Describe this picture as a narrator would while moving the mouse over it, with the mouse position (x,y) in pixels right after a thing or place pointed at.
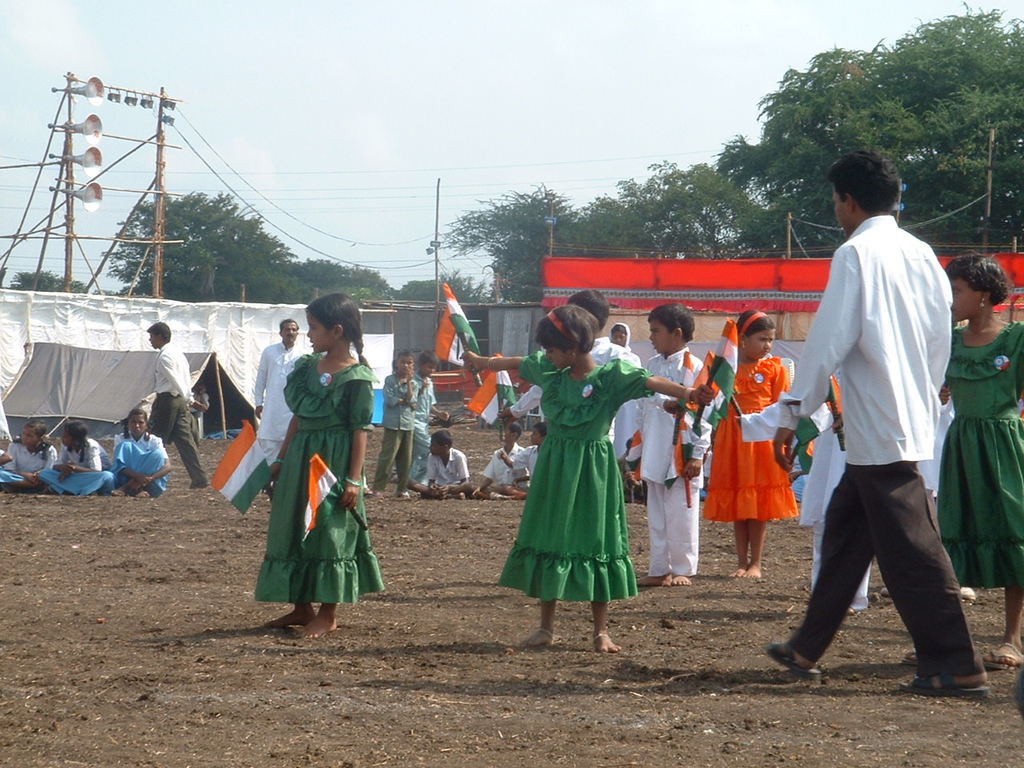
In this picture we can see a group of people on the ground (610,690) and few people (1013,416) are standing and few people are sitting, here we can see flags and in the background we can see a shed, tents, poles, loudspeakers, trees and the sky (775,77).
